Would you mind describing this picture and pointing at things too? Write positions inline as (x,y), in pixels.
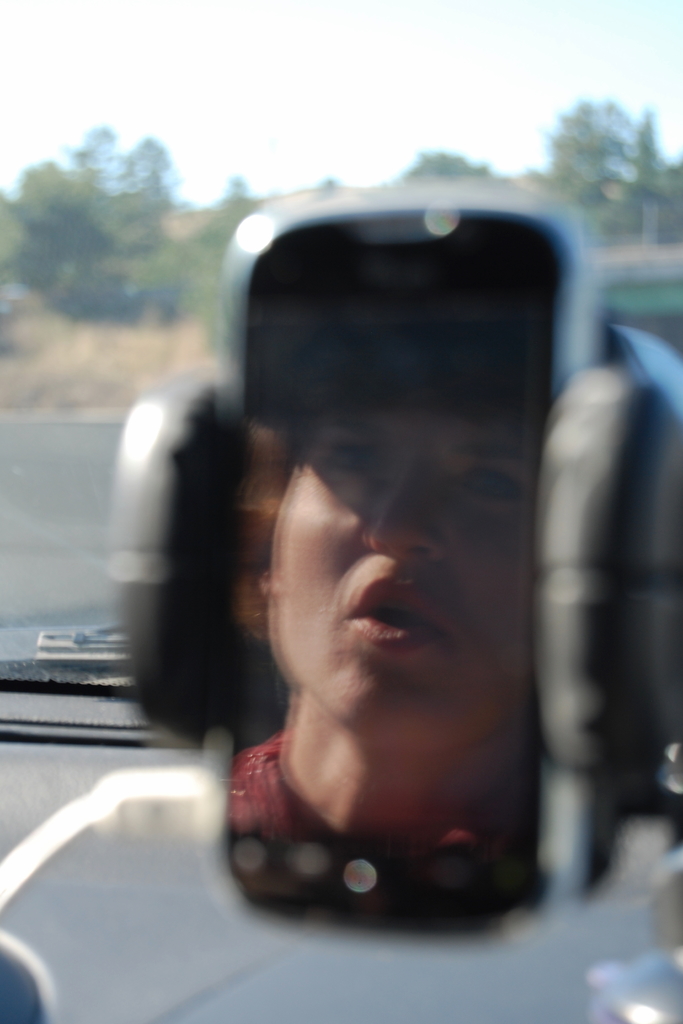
We can see gadget (241,284) with stand (232,532), in this screen (357,456) we can see person face (422,598). In the background (355,132) we can see trees (153,236) and sky (203,164).
